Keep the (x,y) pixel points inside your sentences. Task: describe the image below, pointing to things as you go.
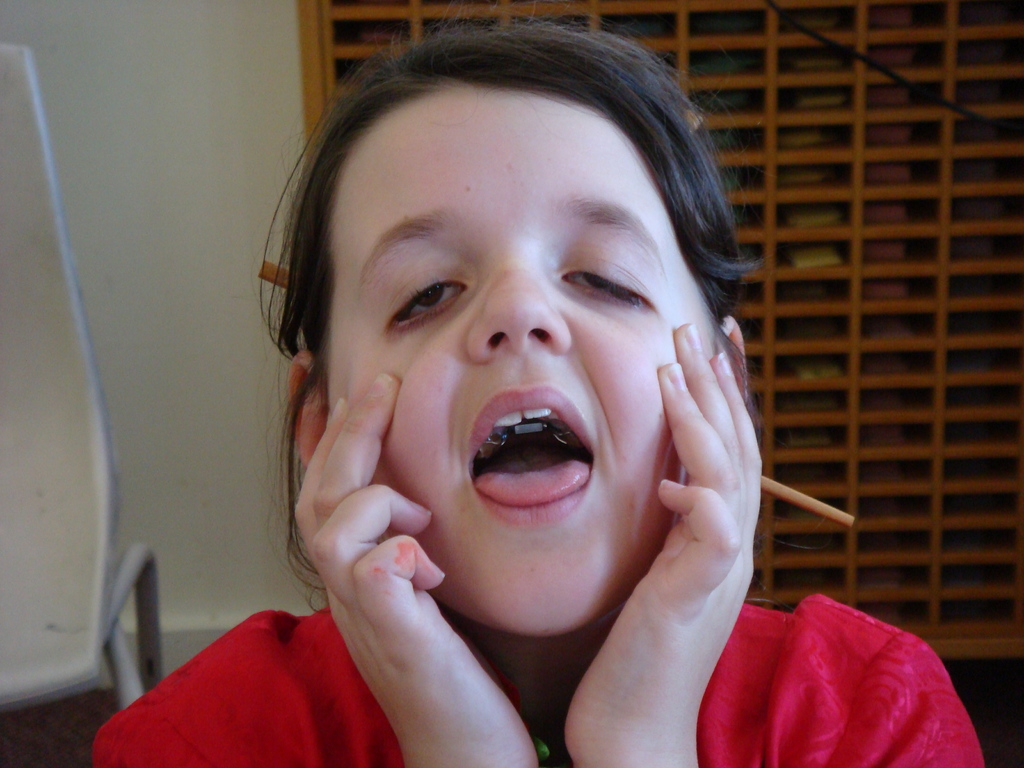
In this picture we can see a girl (482,667) and in the background (212,379) we can see a wall (278,457), chair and an object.
